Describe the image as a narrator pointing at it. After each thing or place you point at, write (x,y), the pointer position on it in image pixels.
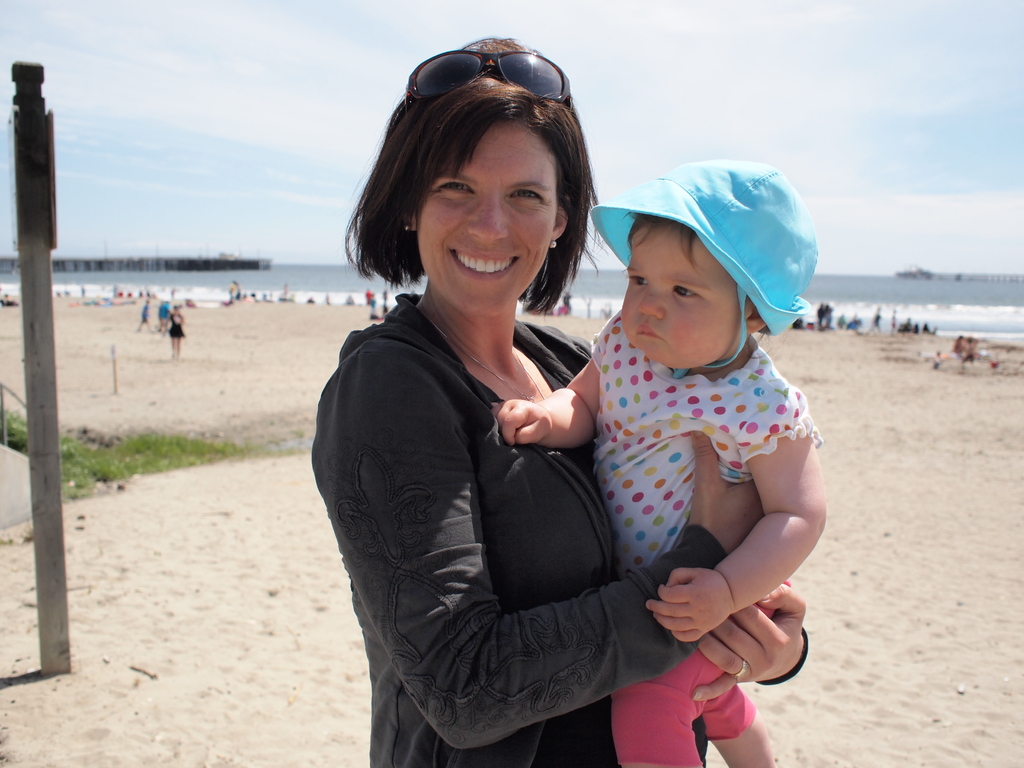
In this image I can see the person (690,536) is holding the baby (714,613). In the background (25,321) I can see few people (74,306), water (310,278), pole (47,304) and the sky (246,121).
